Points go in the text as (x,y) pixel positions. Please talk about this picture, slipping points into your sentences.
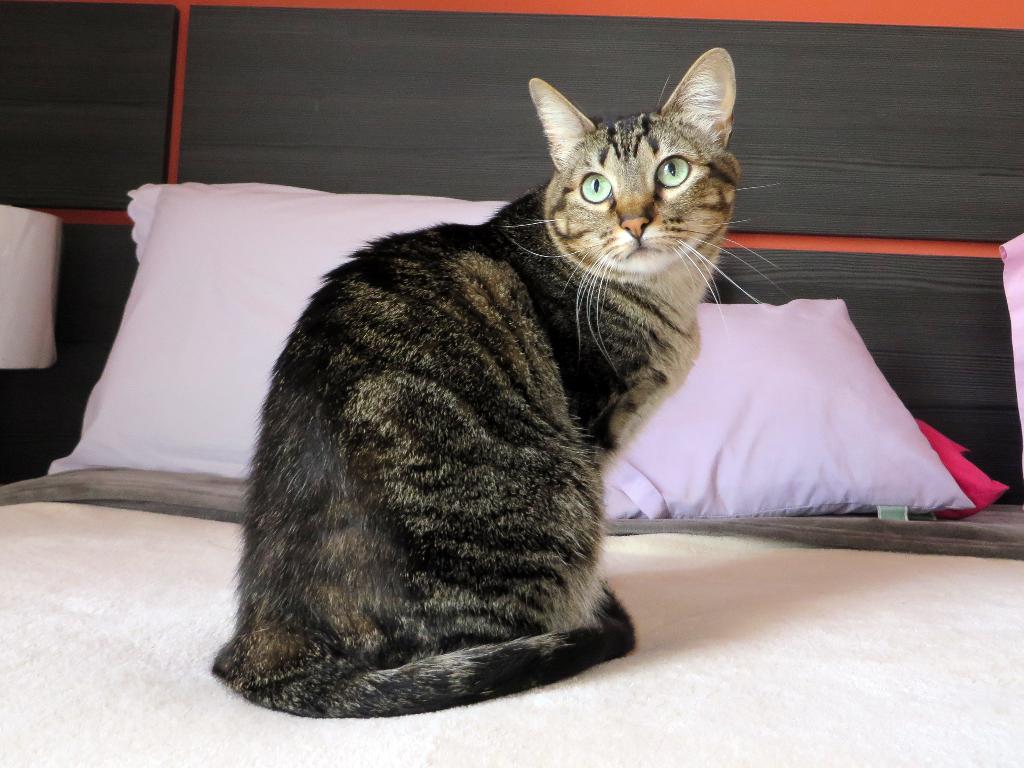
In this picture I can see a cat (471,445) in the middle (448,462), in the background (170,291) there are pillows (181,275).
